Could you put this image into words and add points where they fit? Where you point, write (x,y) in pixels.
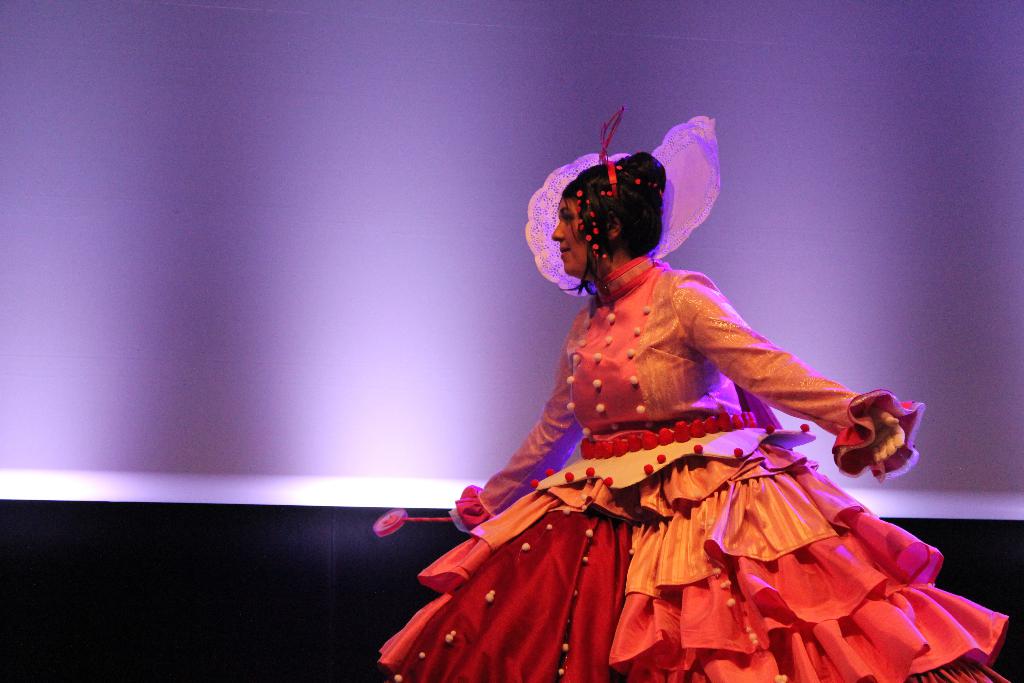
In the foreground (960,602) I can see a woman (918,418) on the stage (428,594). In the background (125,432) I can see a wall (258,259) of purple in color. This image is taken on the stage (374,535).
